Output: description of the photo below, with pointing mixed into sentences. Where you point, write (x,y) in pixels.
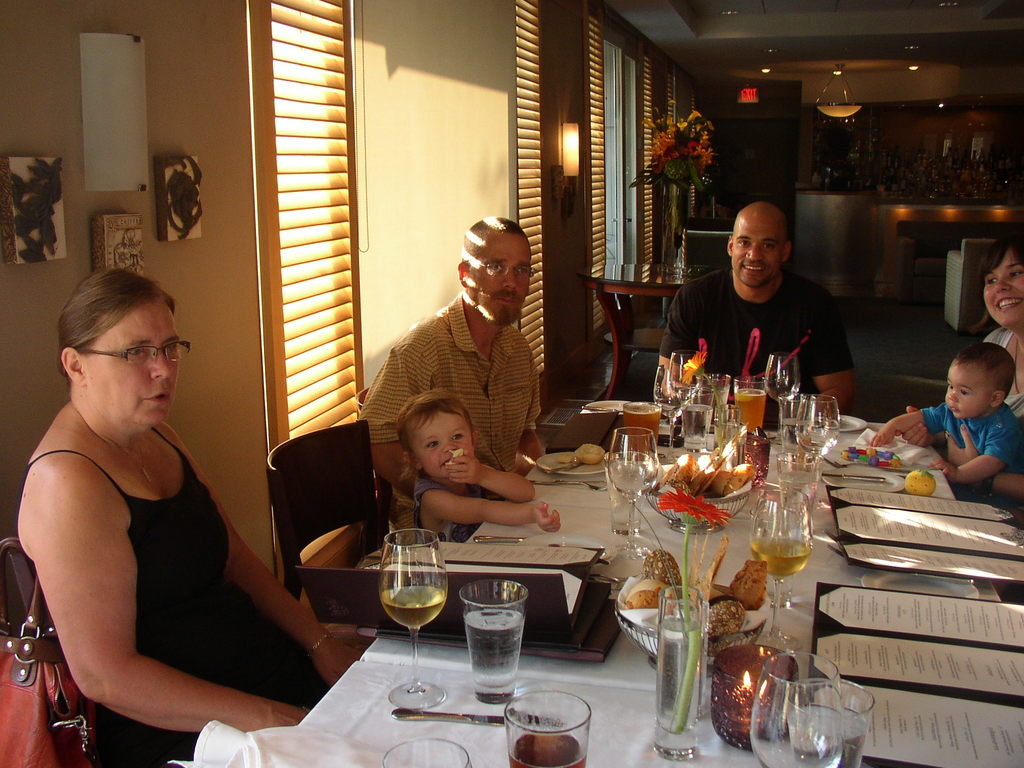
In this picture there is a woman (84,326) sitting at the left side of image (134,307) on chair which bag (41,673) is hanged to it. Two persons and a boy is sitting at the middle of the image (456,490). A woman (998,300) at the right side (1020,504) is holding a kid (980,382) and smiling. There is a table (958,502) at the front (670,371) having glasses (836,743), flower (681,495), menu cards (534,577) on the table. There is a flower vase (699,123) and light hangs from the wall (63,143). There are few decorative show pieces (182,174) attached to the wall (25,291) at the left side of image (22,161).
